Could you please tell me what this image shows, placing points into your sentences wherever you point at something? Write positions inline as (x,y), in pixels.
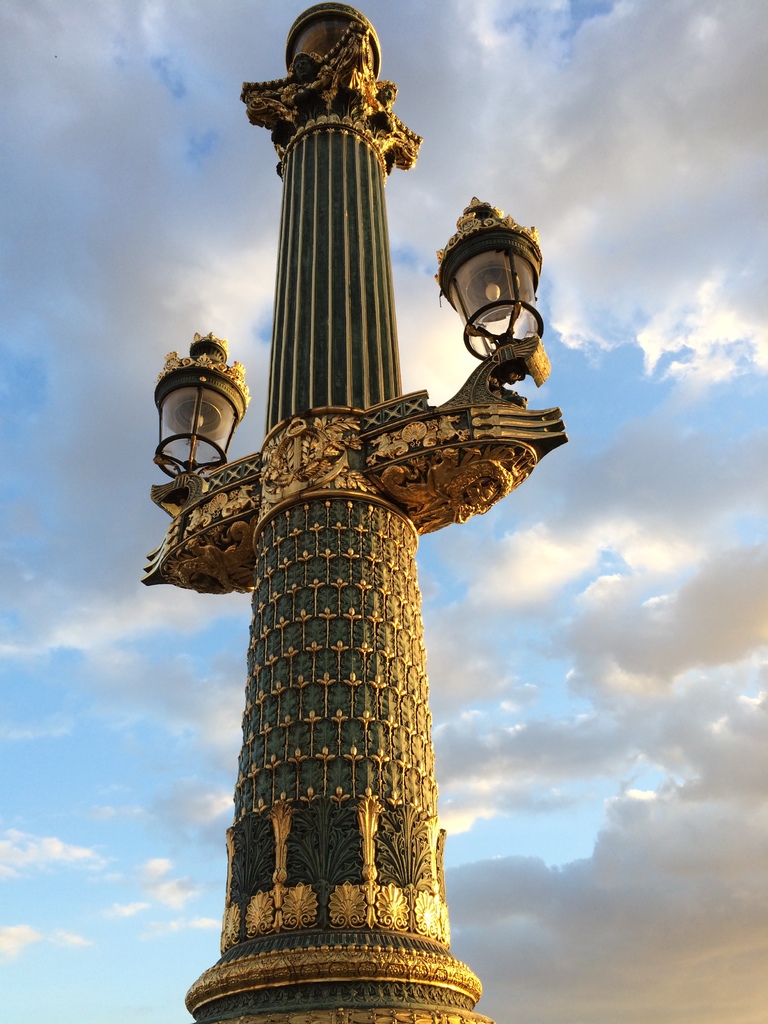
In the foreground of the picture (417,676) there is a street light (311,410). Sky (66,249) is sunny.
